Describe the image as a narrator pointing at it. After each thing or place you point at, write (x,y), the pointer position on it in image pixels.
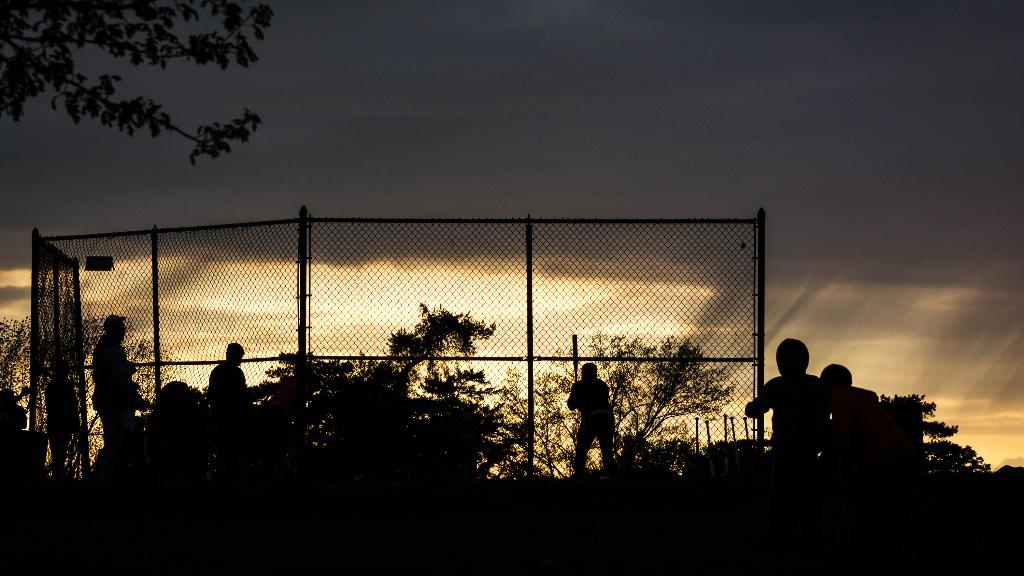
In the picture we can see some people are standing and behind the fencing wall (209,290) and we can also see some trees (439,413) and sky (831,171).
